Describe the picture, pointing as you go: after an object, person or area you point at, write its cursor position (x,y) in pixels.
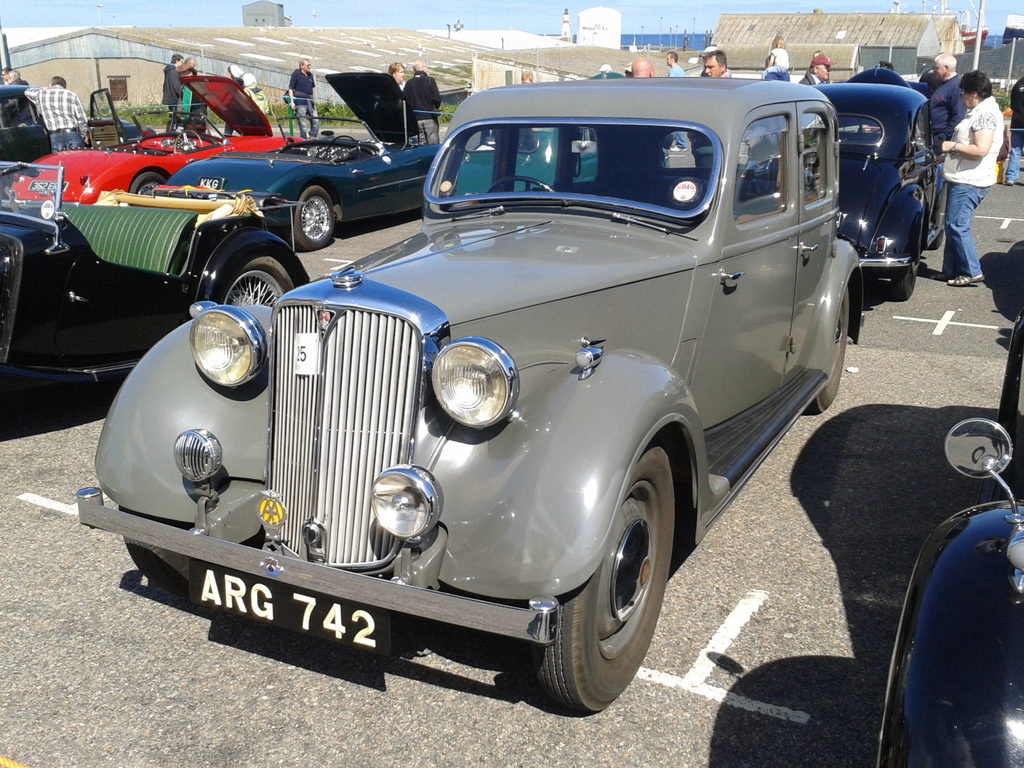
In this picture we can see vehicles (897,228) on the road (38,455) and a group of people (166,103) standing, houses (172,50), grass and in the background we can see poles (980,43).
